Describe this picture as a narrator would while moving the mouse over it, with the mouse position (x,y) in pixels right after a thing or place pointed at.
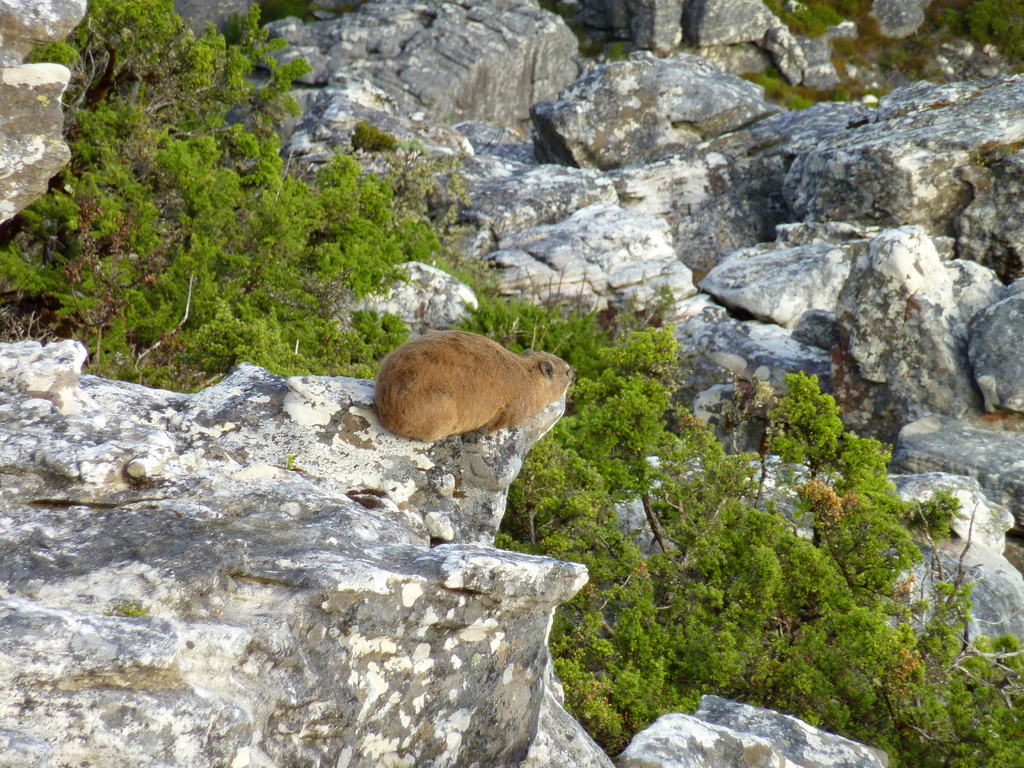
In this picture there is an animal (468,361) sitting on the edge of this rock (476,443). This animal (437,401) is in brown color. We can observe trees (237,267) here. In the background (476,184) there are some rocks (666,172).
